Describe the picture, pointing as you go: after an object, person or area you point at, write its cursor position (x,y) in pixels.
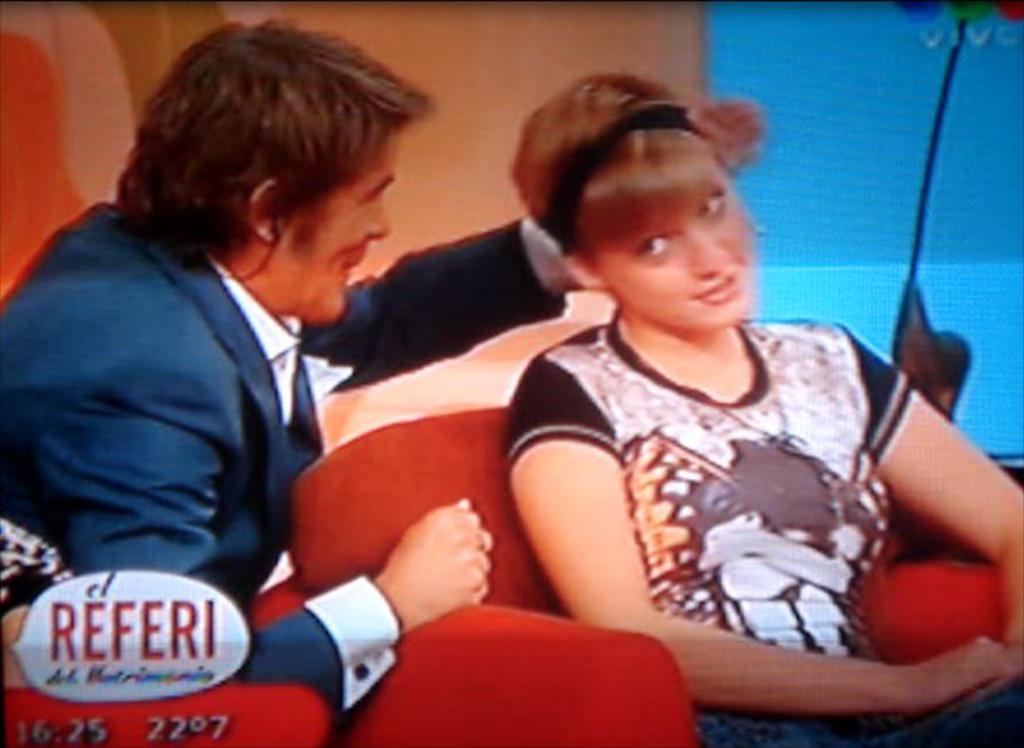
There is one man (262,414) and a woman (770,508) is sitting on a sofa chair (361,445) as we can see in the middle of this image (449,474). We can see a watermark (83,616) in the bottom left corner of this image (173,677).
